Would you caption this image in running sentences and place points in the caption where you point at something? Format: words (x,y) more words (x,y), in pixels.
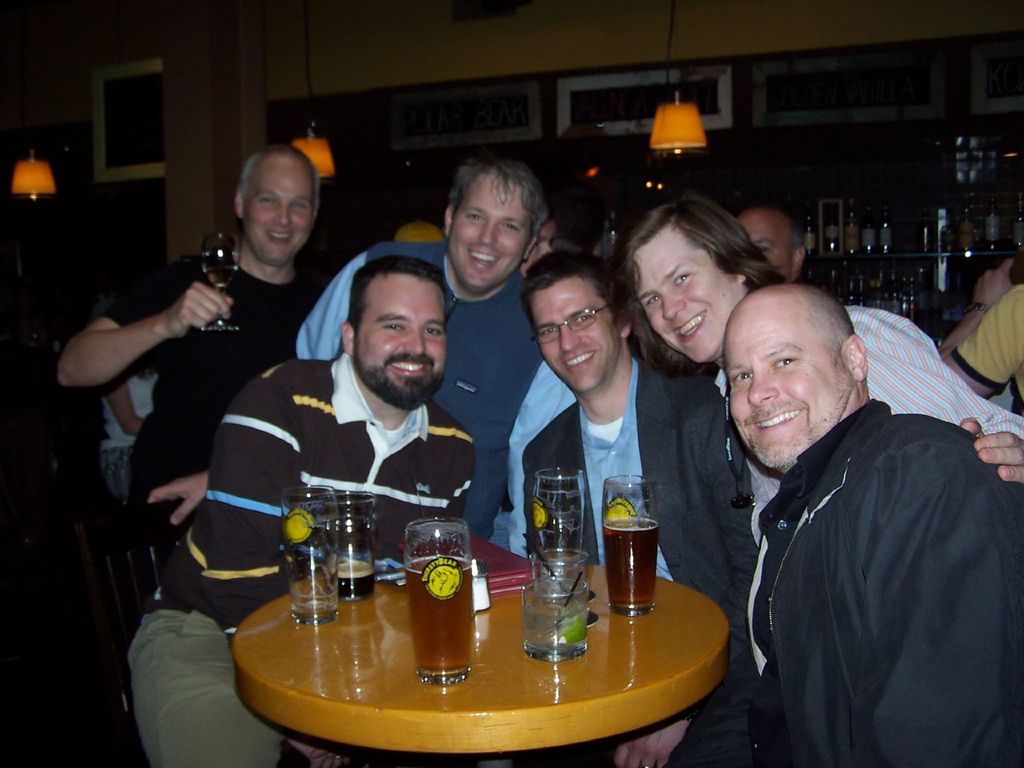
In this image we can see few people (669,365) are near the table (711,608) and each of them are smiling. There is the table (611,650) upon which glasses (447,640) with drinks (614,593) are placed. In the background (967,217) we can see few bottles (867,226) and lamps (665,134).
